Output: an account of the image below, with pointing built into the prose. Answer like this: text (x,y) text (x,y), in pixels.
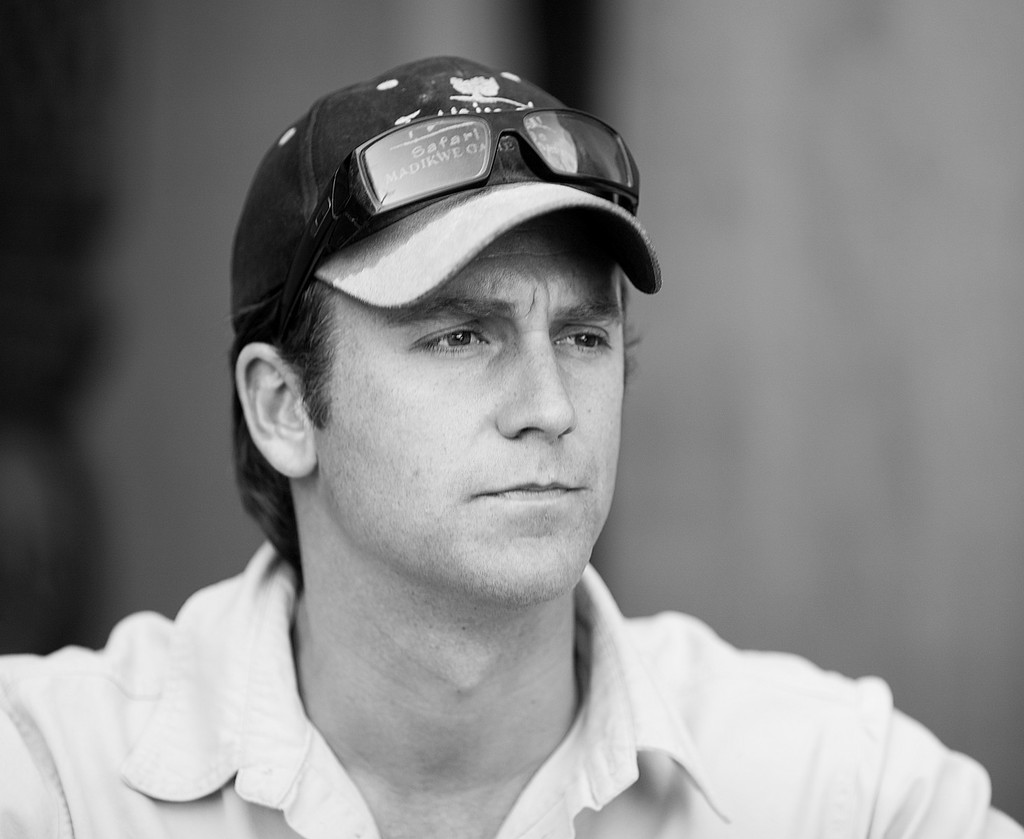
In this black and white picture person (635,624) is wearing cap (456,197) and spectacles (425,180). Background (871,621) is blurry.
